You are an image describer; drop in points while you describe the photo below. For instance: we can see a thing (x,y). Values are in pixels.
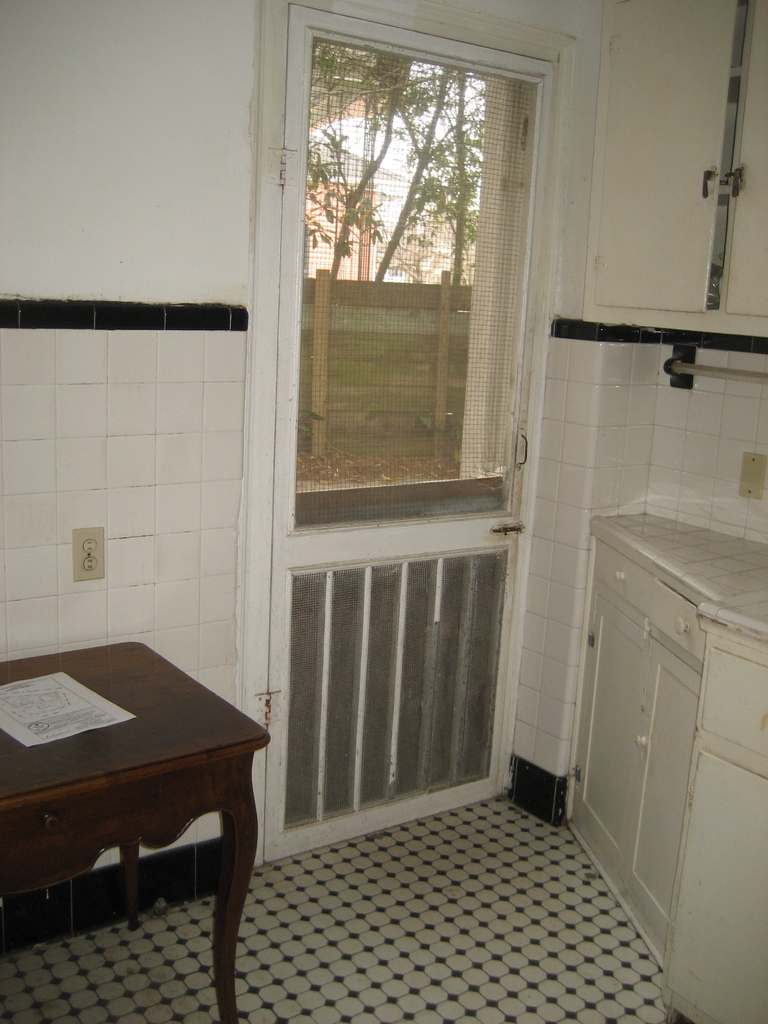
In this picture we can see a table (55,760), wall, door (315,833), from door (310,818) we can see trees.
